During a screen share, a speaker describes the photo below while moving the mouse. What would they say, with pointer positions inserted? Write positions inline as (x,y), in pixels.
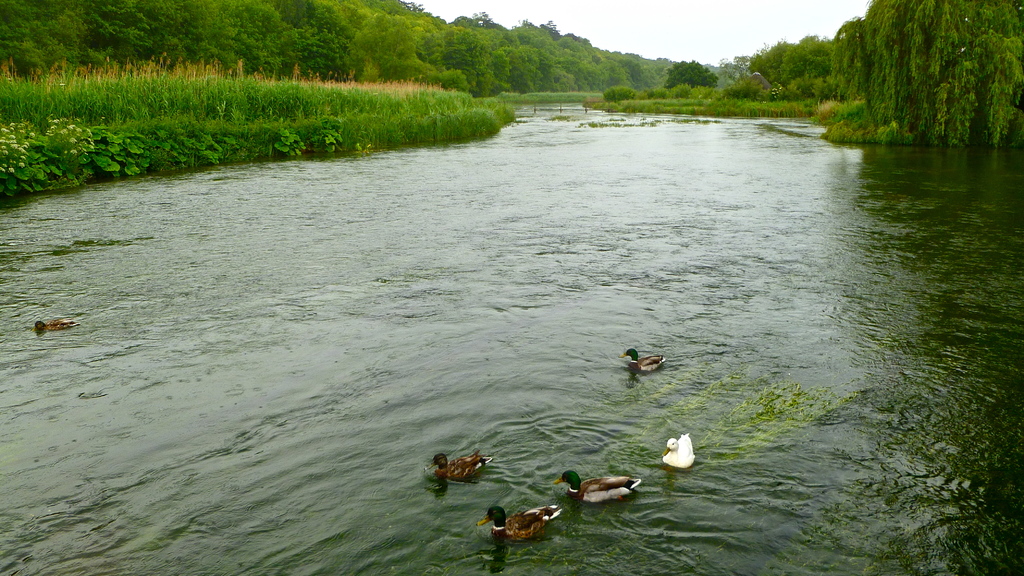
In this image we can see the birds (682,463) on the surface of the water (322,403). We can also see many trees (430,67) and also the grass (780,104). Sky (599,9) is also visible.
